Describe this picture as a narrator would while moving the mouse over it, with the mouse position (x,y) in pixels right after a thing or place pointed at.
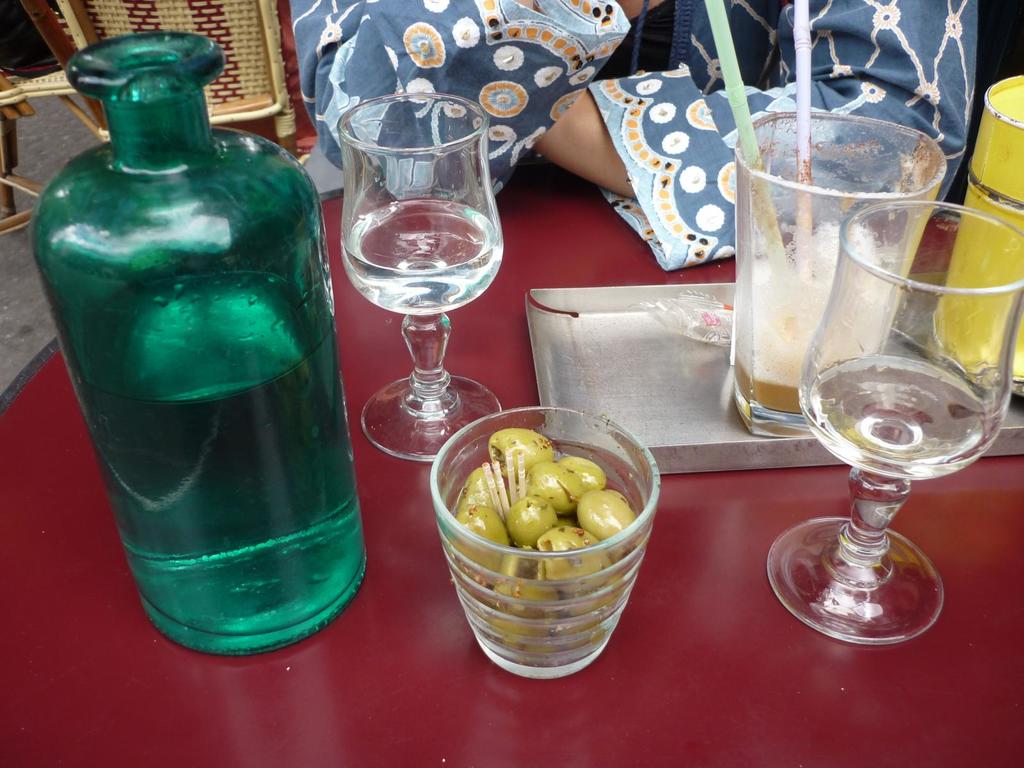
In the image we can see there is a bottle (185,247) and a wine glass (435,243) and in a tray (646,368) there is a juice glass (804,294).
